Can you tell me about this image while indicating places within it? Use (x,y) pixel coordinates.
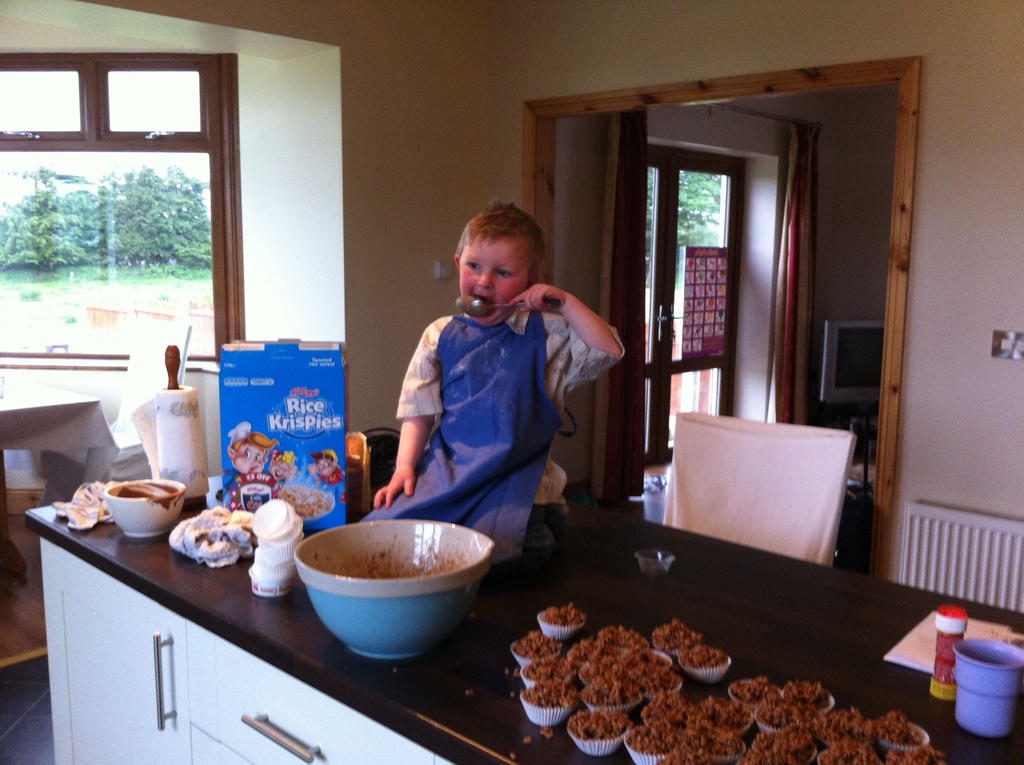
In the center of the image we can see one table (385,673), drawer (258,726) and cupboard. On the table (911,675), we can see one kid (505,552) is sitting and holding some object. And we can see bowls (347,621), one box (257,454), one cloth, one cup (967,727), cupcakes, some food items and a few other objects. In the background (473,182) there is a wall (539,69), glass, curtain (618,266), monitor (855,343), poster (699,257), chair (790,468) and a few other objects (852,473). Through the glass (164,263), we can see trees (129,217).
